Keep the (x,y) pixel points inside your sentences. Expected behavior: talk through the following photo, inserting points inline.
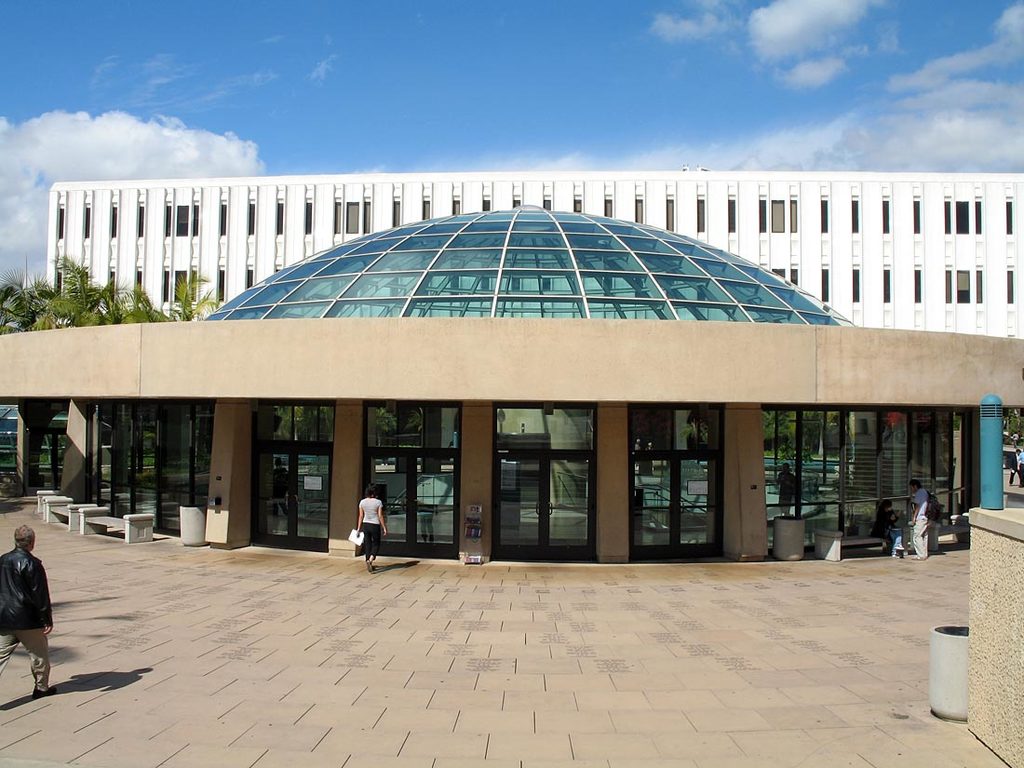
In this image there is a building (493,301) in the middle (537,263). At the bottom (446,541) there are glass doors (502,532). There is a woman (374,518) who is entering into the building (419,511). At the top (455,83) there is the sky (348,68). On the left side (86,297) there are trees (62,298) in between the buildings (121,278). On the right side (992,455) there is a blue color pole (988,434).
